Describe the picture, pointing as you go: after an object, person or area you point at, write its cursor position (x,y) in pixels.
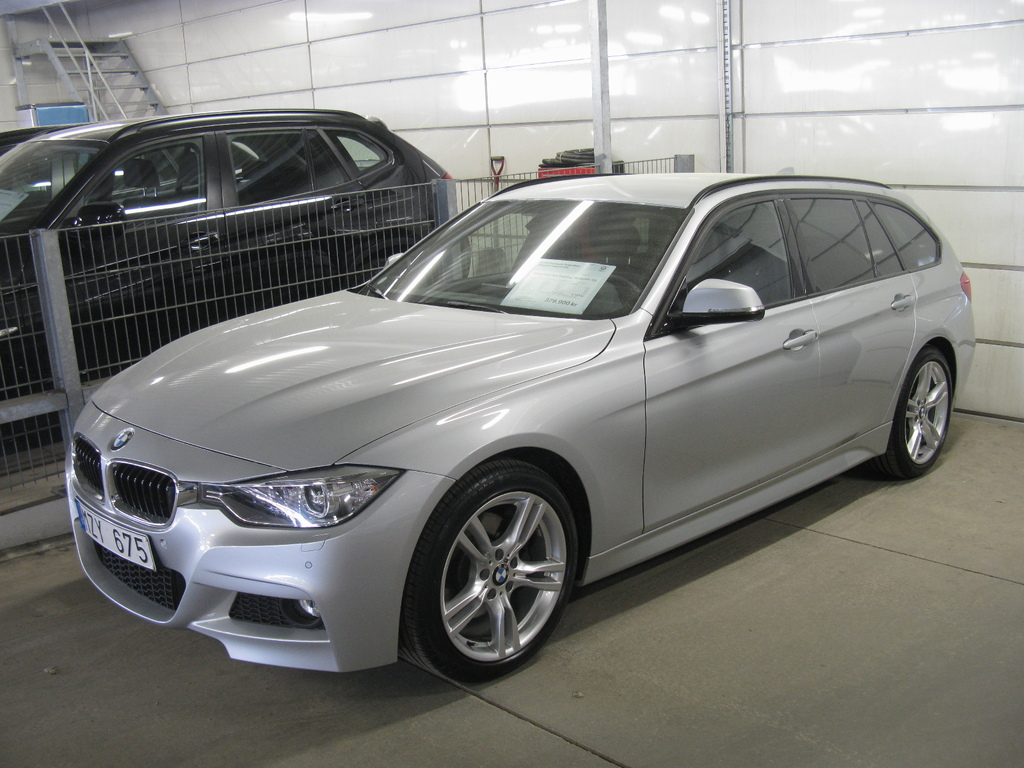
In this image in the front (379,360) there is a car (375,329). In the center (360,265) there is a fence (280,277) and behind the fence (208,210) there is a car (201,180) which is black in colour and there is staircase (138,85) and there is a wall (379,38).
